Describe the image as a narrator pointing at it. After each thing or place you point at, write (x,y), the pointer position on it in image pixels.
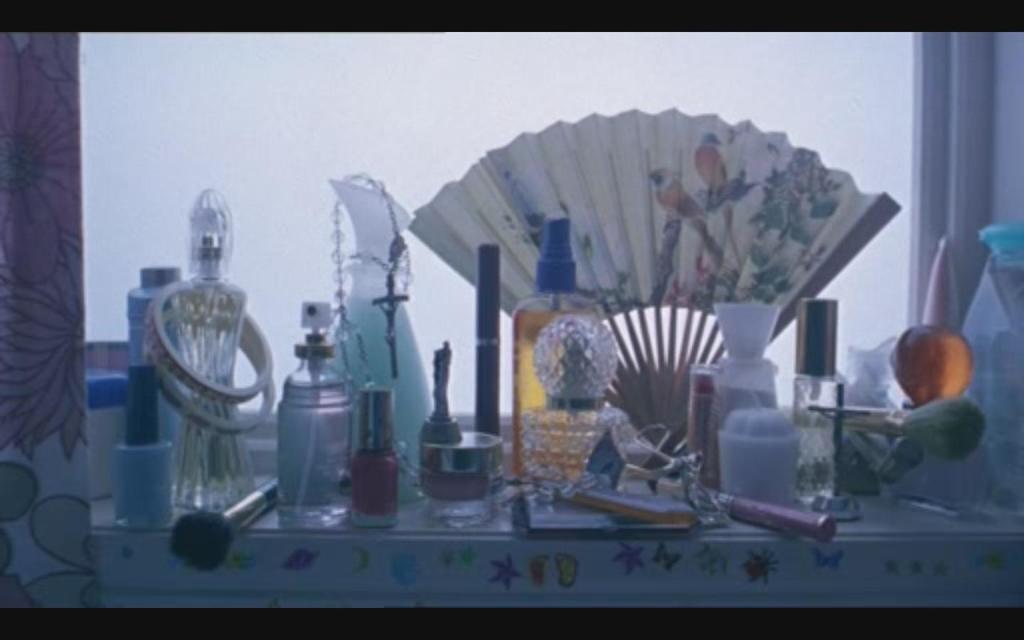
This image is clicked inside. In the front (612,553) there is a window (116,522) in which there are bottles (359,410), nail polish (385,455), scent bottles (826,446), brushes (232,511). To the left (14,335), there is a curtain (60,404). In the background (107,114) there is a window glass (699,88).
